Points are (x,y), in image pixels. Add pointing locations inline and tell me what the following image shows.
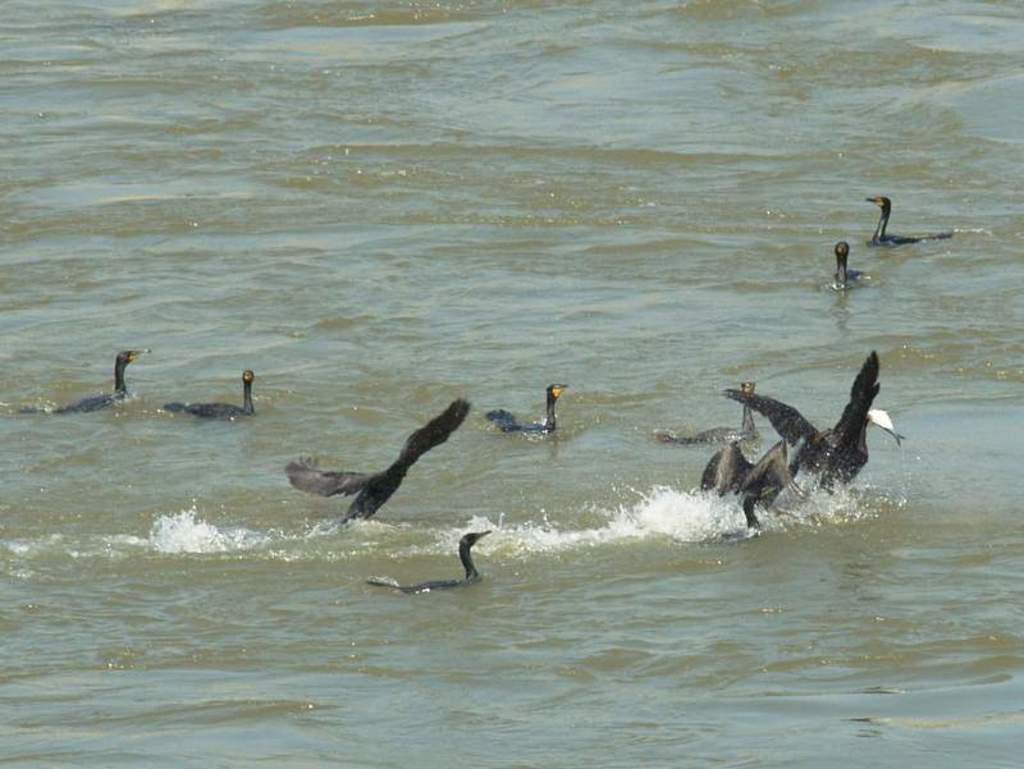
In this image we can see birds (319,490) on the surface (571,504) of water (614,626).
